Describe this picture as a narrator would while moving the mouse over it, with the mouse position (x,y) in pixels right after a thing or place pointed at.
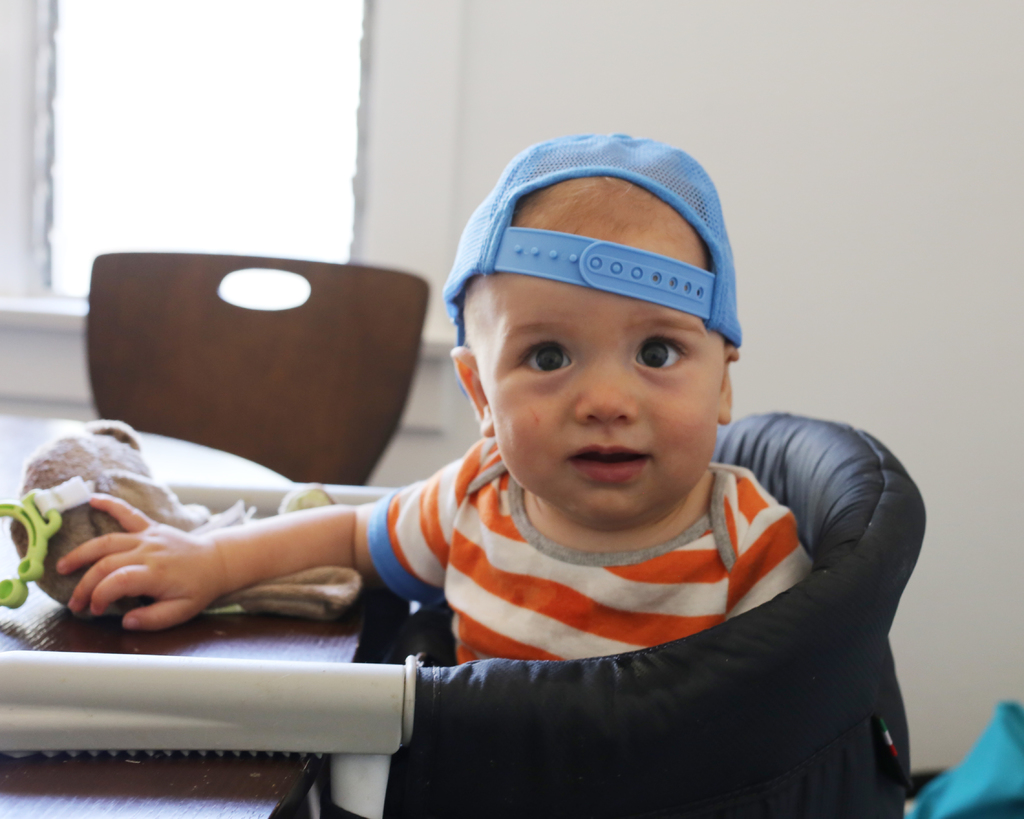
In this image there is a boy (529,429) sitting in the chair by keeping his hand (191,545) on the table (206,647) which is in front of him. On the table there is a doll (57,504). In the background (218,329) there is another chair (226,344). Behind the chair (228,365) there is a window (263,117). On the right side (975,745) bottom there is a blue color cloth (953,776). On the right side (902,162) there is a wall (890,156) in the background (902,162).
